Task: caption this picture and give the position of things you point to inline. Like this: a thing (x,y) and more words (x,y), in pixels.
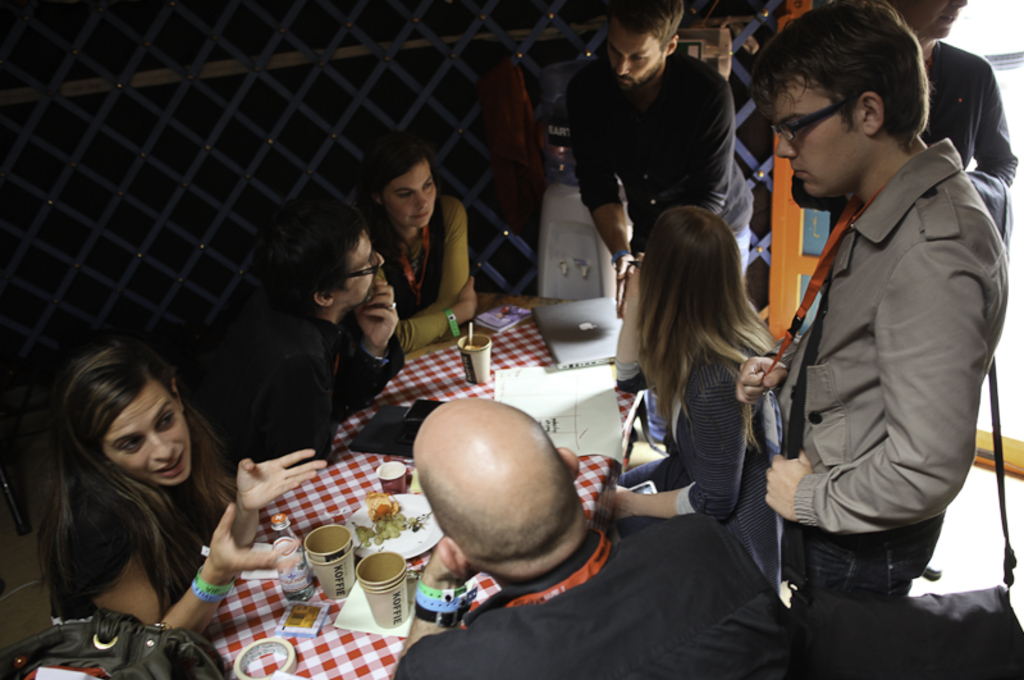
In this picture we can see some people (203,602) sitting on chairs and some people (955,387) standing. In front of the people (339,311), there is a table (332,654) which is covered by a cloth (321,657). On the table (314,657), there are cups (337,556), a bottle (289,553), laptop (551,318) and some objects (394,513). Behind the people (645,196), there are some other objects (553,150) and a grille (272,92).
